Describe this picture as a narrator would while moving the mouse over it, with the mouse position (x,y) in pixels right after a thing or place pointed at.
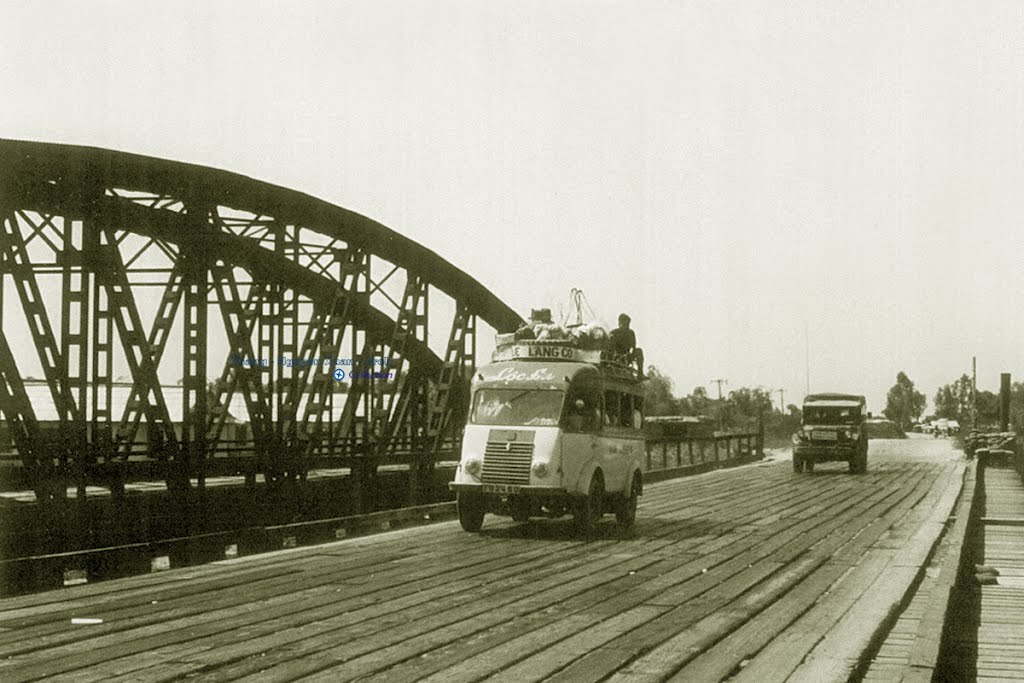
In this image we can see vehicles (636,430) on the road (612,560). Also there are arches (199,364) with rods (253,379). In the background (412,151) there is sky (681,239). Also there are trees (661,391).
